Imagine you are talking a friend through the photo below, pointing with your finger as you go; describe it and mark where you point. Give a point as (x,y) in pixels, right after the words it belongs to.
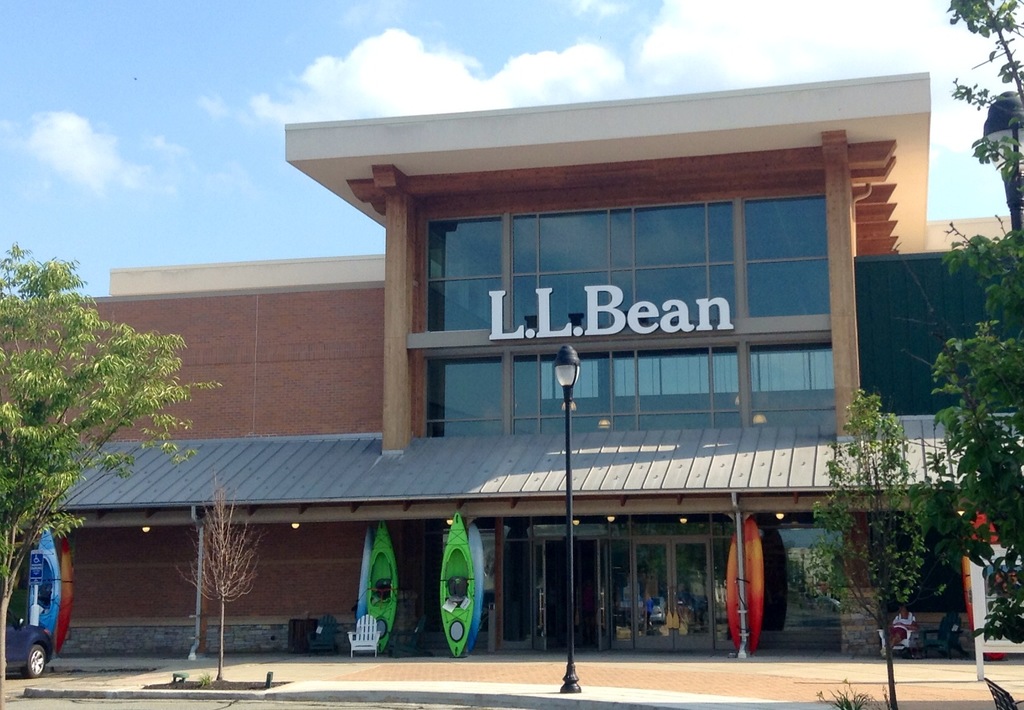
In this image we can see building (565,249) with some text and we can also see a shed (536,483), door (606,574), light pole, trees (60,479), vehicle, chair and sky (271,57).
